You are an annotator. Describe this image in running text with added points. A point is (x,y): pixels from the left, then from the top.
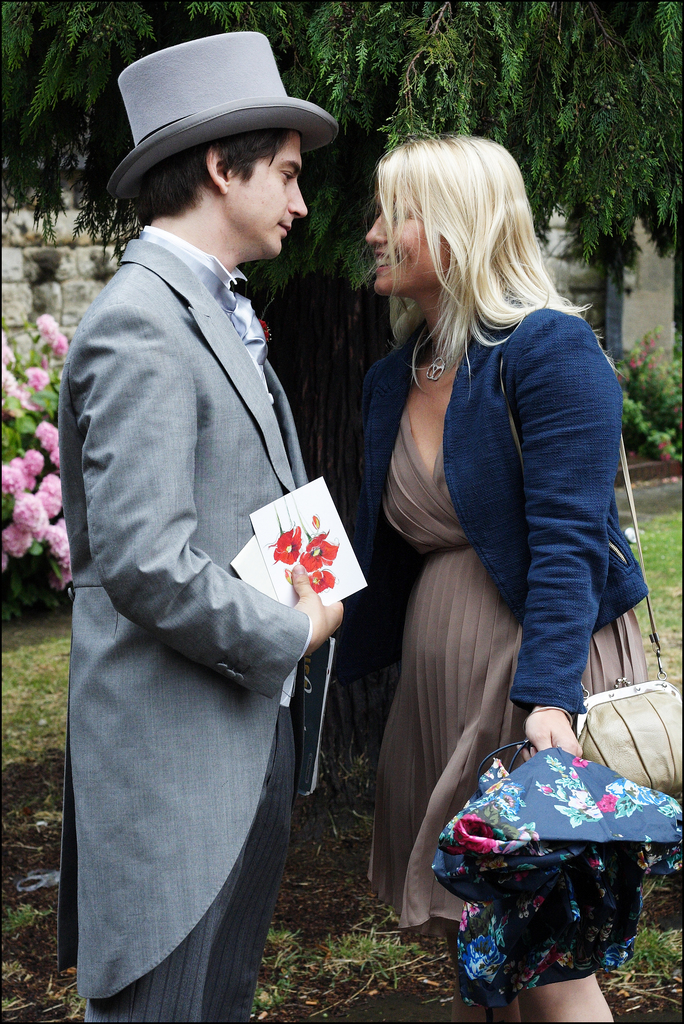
On the left side of the image (227,281) there is a man (227,119) with a hat (227,119) on his head (288,225) and holding papers (292,571) in his hand (299,596). In front of him there is a lady (514,473) with bag (583,723) and an umbrella (536,764) is standing. Behind them there is a tree (333,289). On the left side of the image (34,441) there is a plant (18,585) with flowers (29,507).
